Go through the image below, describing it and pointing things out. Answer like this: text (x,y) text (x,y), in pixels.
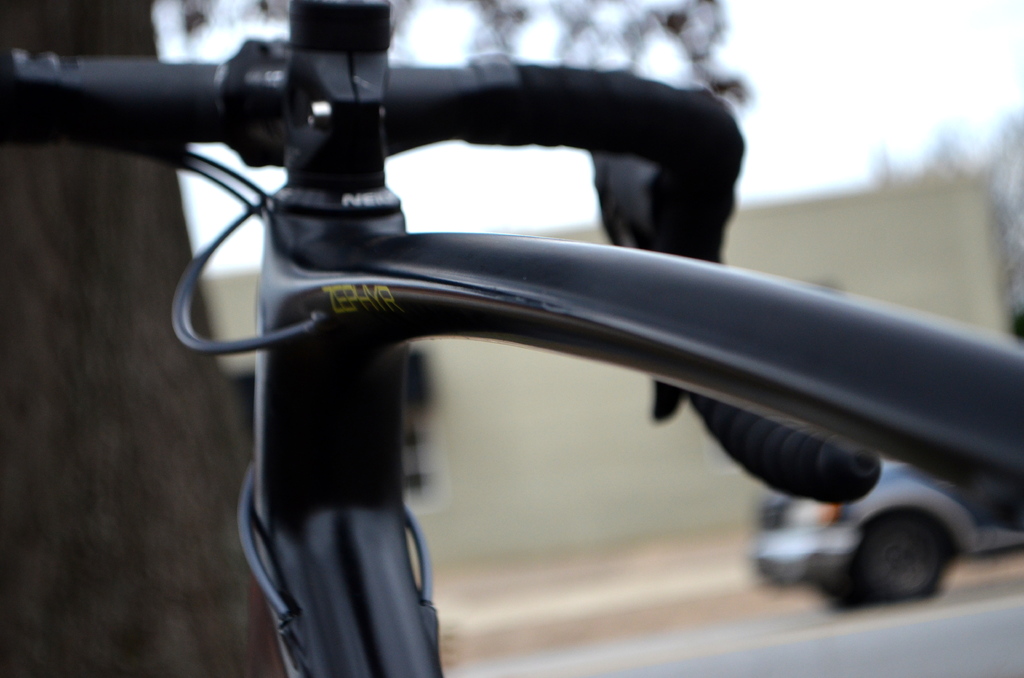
In this image we can see the close view of a bicycle (438,117) where we can see the handle (233,140). The background of the image (477,197) is blurred, where we can see the tree (131,241), a vehicle (799,501) moving on the road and the sky (799,132).
